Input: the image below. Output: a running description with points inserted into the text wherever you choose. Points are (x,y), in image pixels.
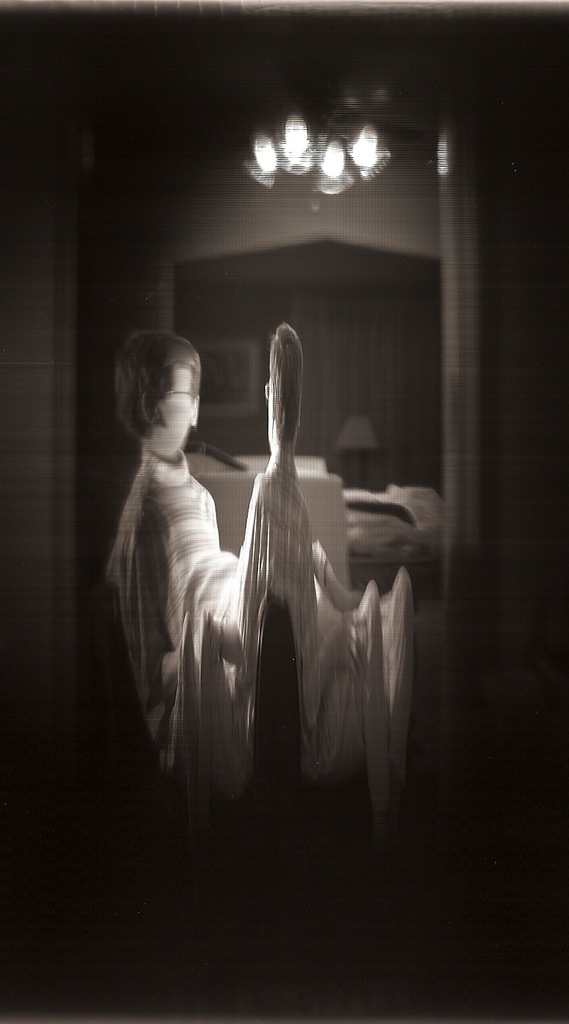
In this picture, there are figures (256,524) in the center (200,646). At the top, there are lights (282,139).
